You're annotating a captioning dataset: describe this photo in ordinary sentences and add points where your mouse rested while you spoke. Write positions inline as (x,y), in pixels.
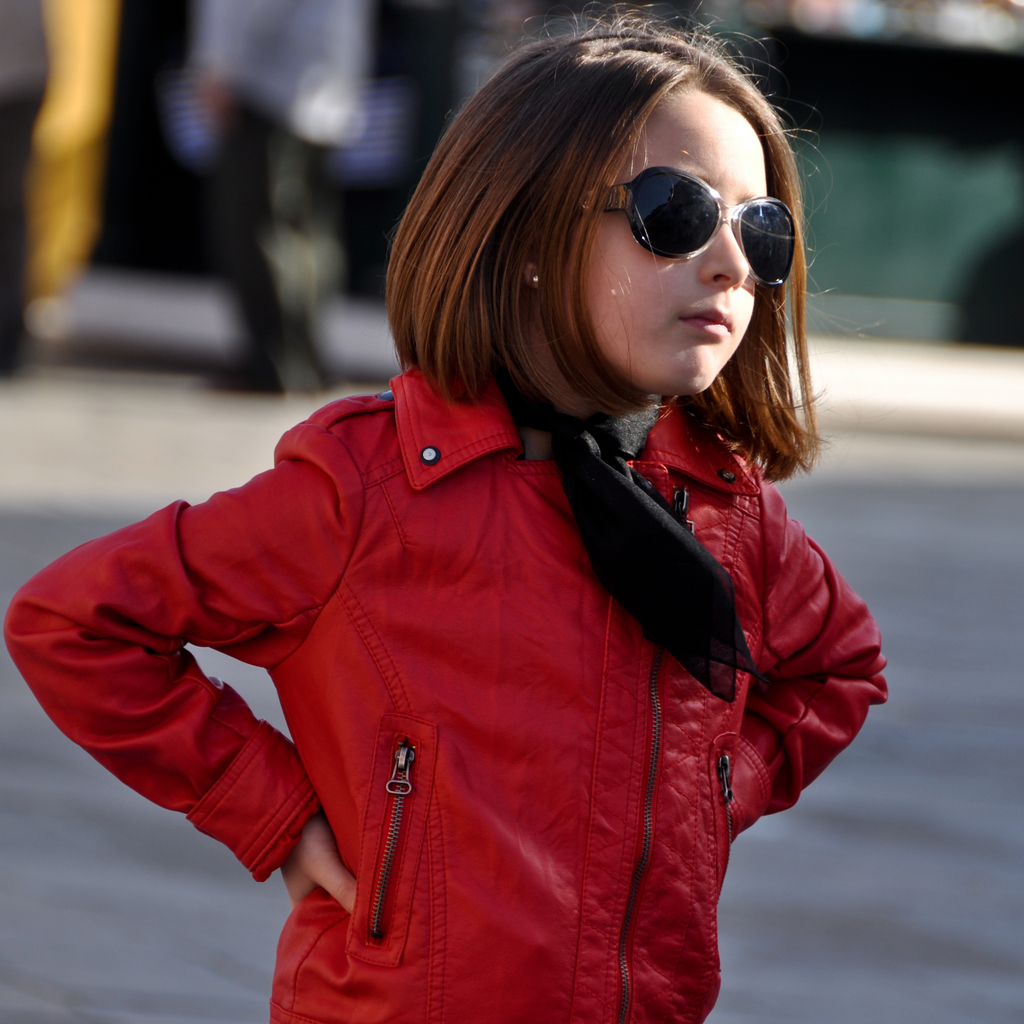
In this image we can see a girl (689,275) wearing the glasses (663,214) and the background (310,1) is blurred with the people (103,121) and also the road (871,458).
